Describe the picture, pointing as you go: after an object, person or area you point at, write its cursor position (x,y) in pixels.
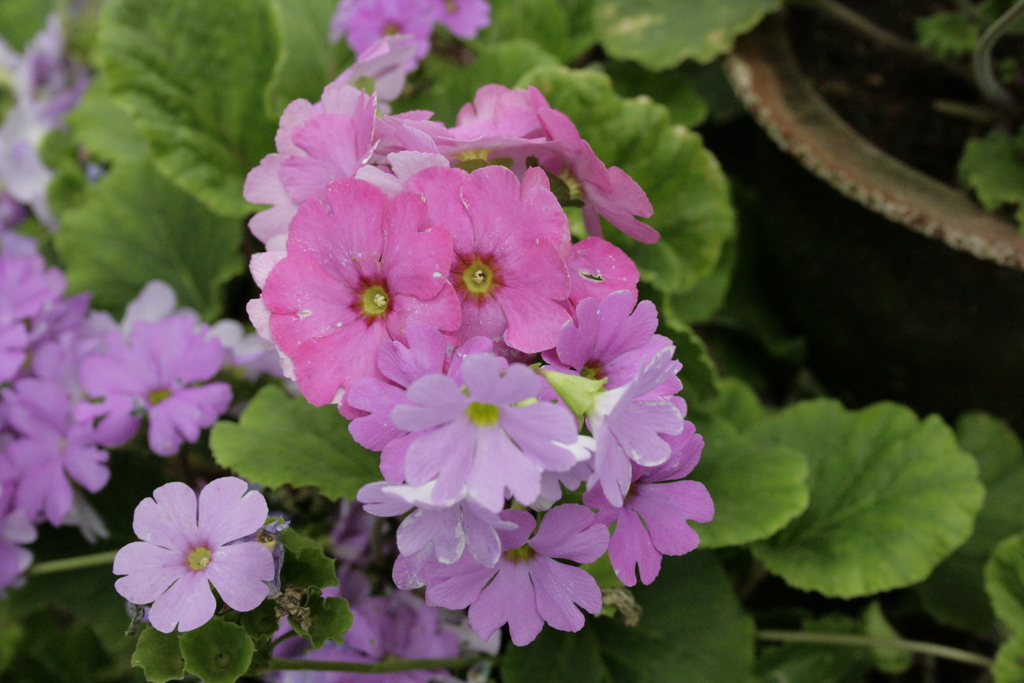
In this image, we can see so many flowers (484,485), green leaves (36,682) and stems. On the right side (876,148), we can see an object (859,179).
